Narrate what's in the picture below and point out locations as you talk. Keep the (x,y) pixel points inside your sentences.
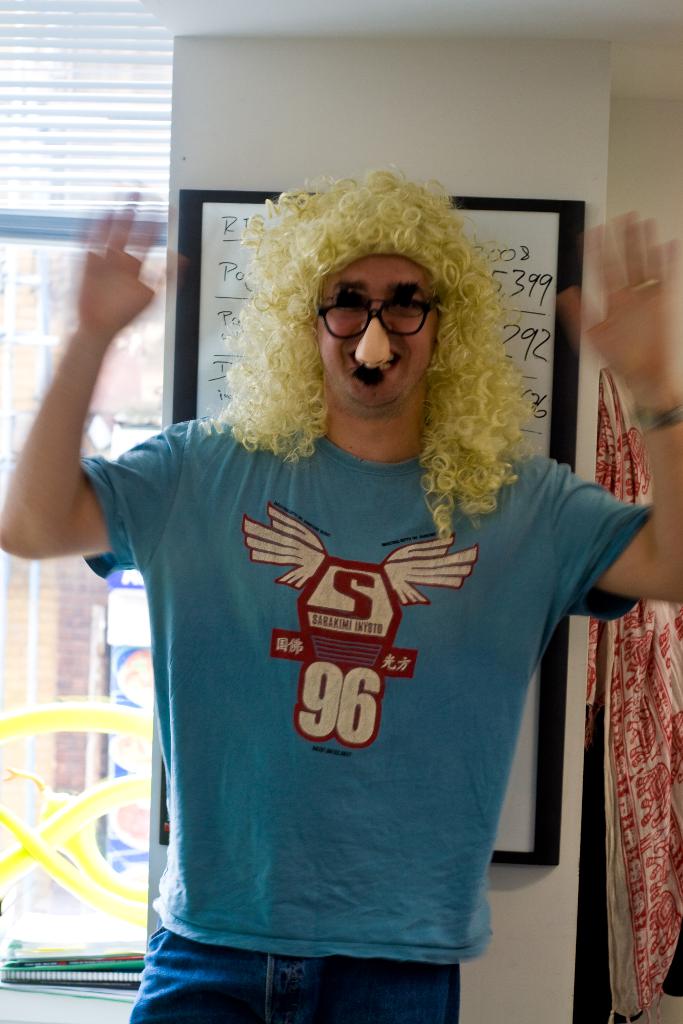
In the image we can see there is a person (353,680) standing and he is wearing a artificial nose (375,348), spectacles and curly hair wig (450,419).
